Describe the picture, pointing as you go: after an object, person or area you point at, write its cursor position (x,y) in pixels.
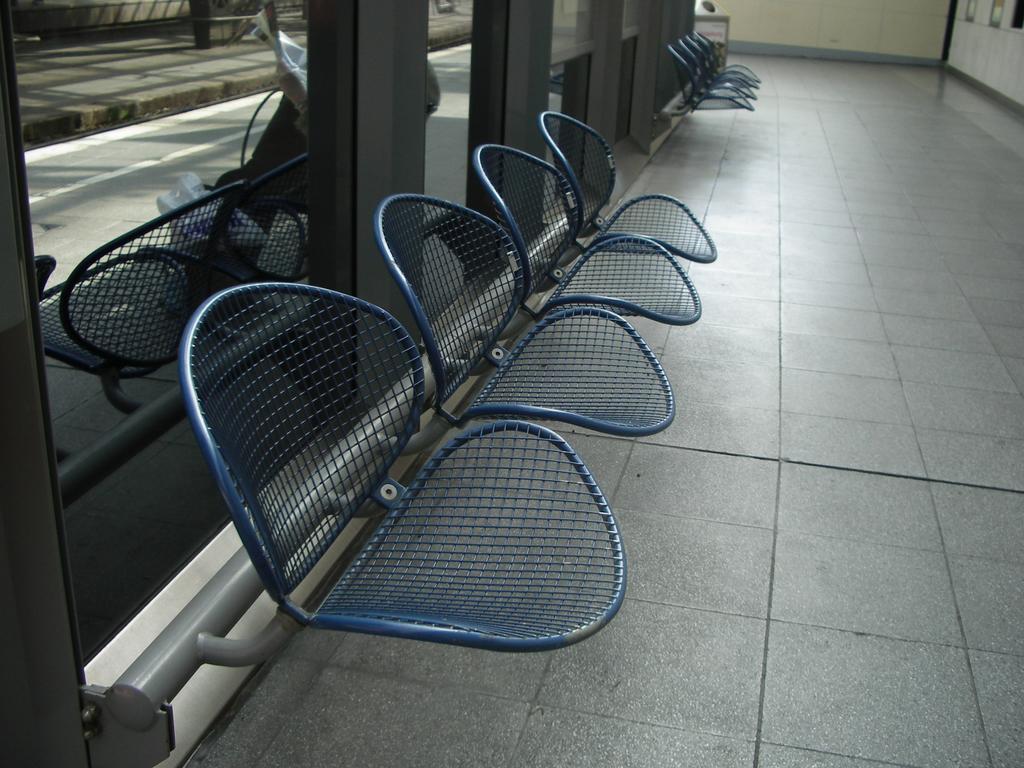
In this picture we can see the floor (747,357), chairs (638,394), walls (960,39) and the glass (631,71). In the background (191,202) we can see the road (221,143), footpath (163,86), some objects (180,194) and a person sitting on a bench (189,275).
